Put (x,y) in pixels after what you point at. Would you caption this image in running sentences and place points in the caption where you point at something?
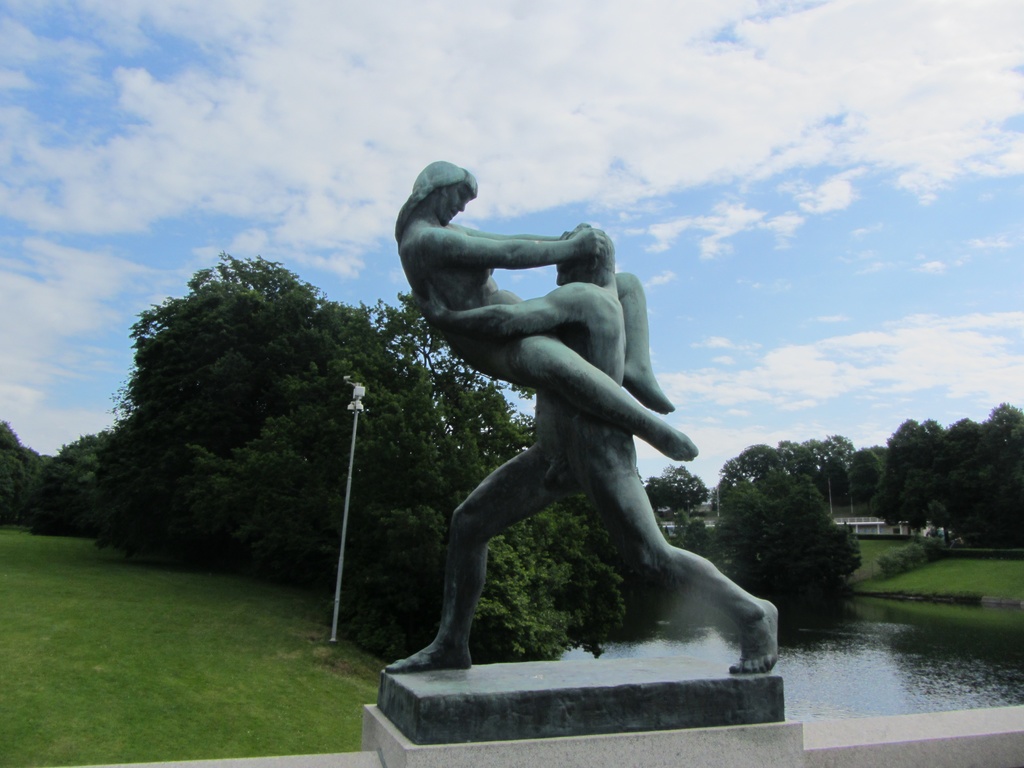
In this image I can see the statue (538,480). On the left side (165,669) I can see the grass (157,717). On the right side (868,679), I can see the water (854,656). In the background (650,464), I can see the trees (304,531) and clouds (879,96) in the sky (837,266).
